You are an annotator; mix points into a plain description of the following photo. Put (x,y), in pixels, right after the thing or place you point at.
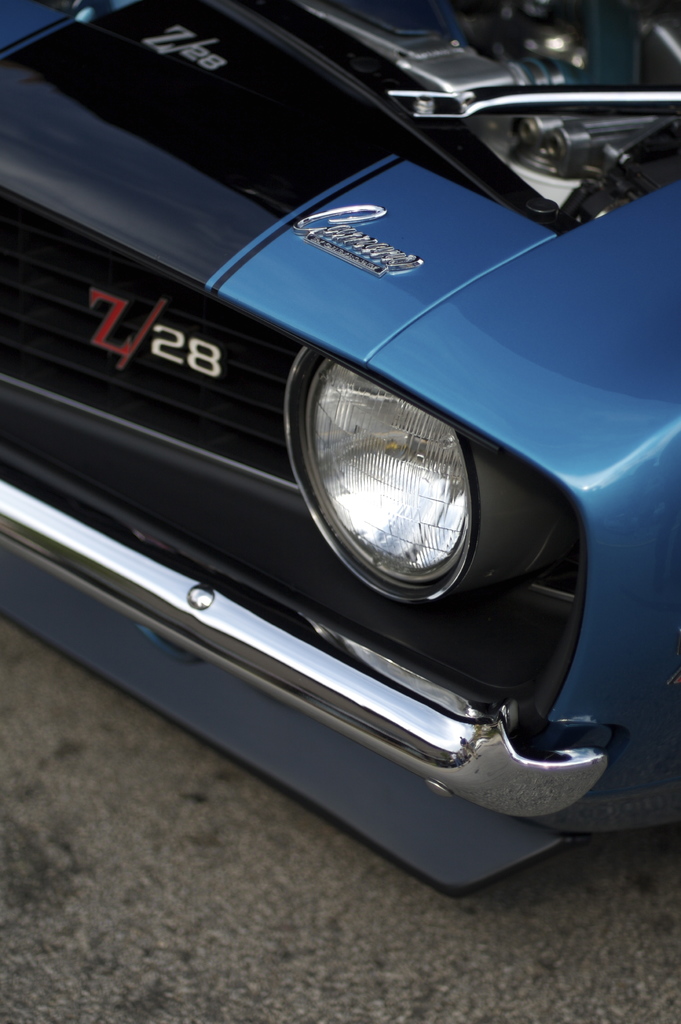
In this image I can see the vehicle (491,520) and the vehicle (197,570) is in blue color.
